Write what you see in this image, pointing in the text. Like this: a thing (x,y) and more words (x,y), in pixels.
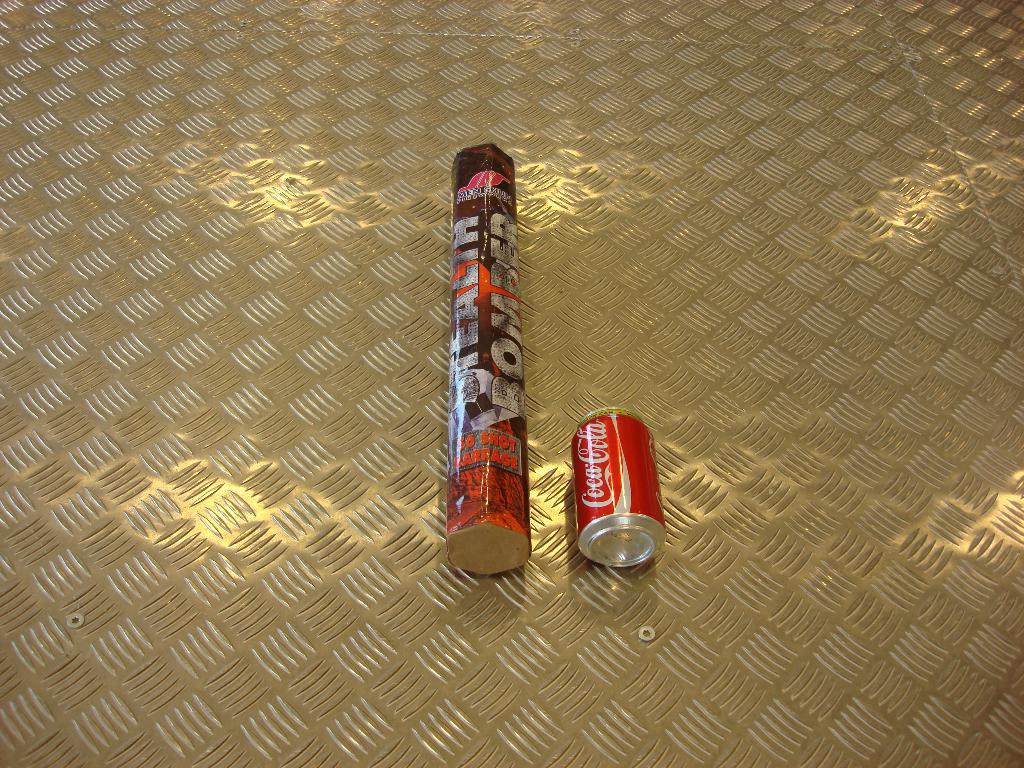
In this image in the middle (452,483) there is a coke tin (632,489) and stick (483,403) on the floor (538,232).
